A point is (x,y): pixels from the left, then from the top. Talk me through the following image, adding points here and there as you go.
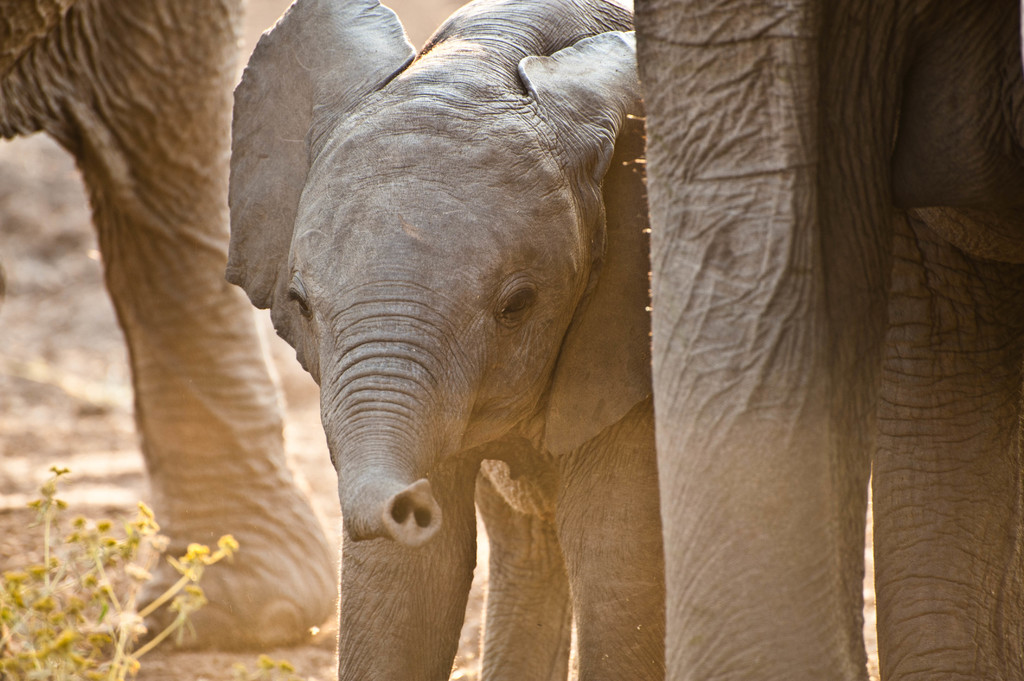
In the picture we can see a baby elephant (461,473) standing and beside it we can see another elephant part (905,301) and on the other side also we can see another elephant (166,622) near it we can see a plant (87,616).
